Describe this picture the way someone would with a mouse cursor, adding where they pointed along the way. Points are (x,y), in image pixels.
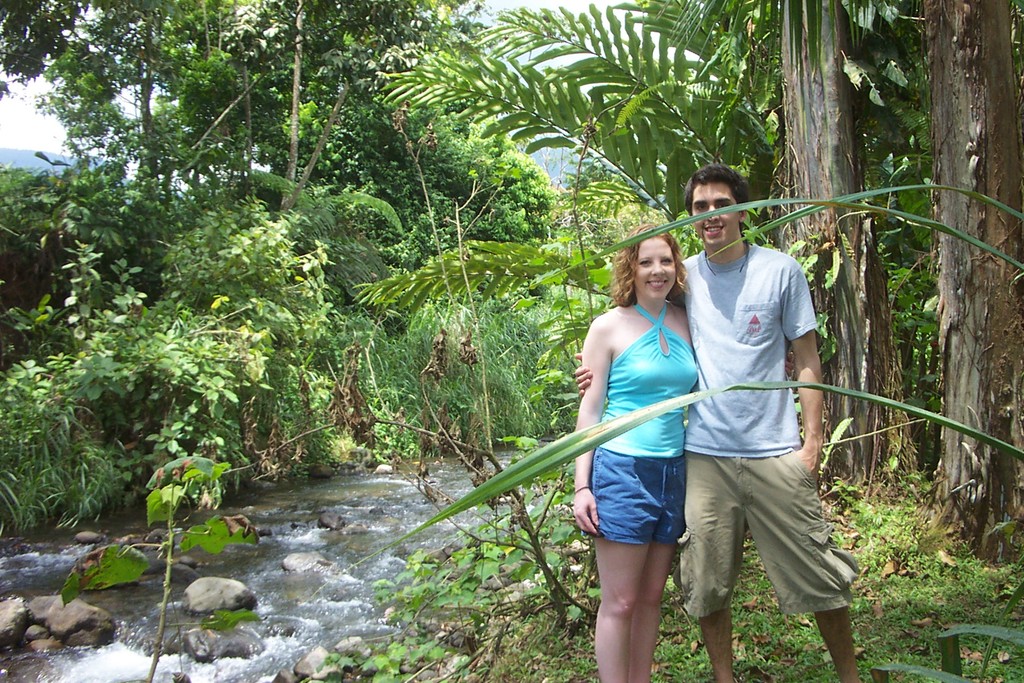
This picture shows a man (706,377) and woman (636,544) standing with smile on their faces (714,238) and we see trees (159,232) and water (433,515) flowing and few stones (82,625) in the water (322,603) and we see grass (764,622) on the ground (516,641).
